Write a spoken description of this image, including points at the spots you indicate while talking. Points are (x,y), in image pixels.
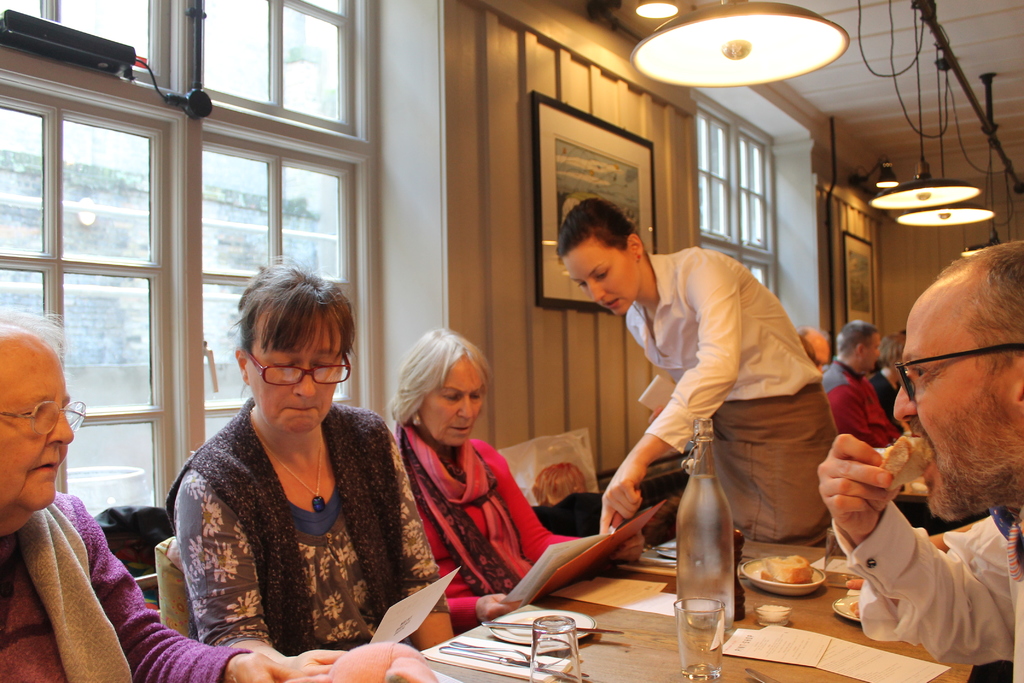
Here we can see a group of people (184,674) sitting in chairs (671,464) with table (815,681) in front of them having glasses (697,629) and bottle (729,560) on it and there is a woman (786,368) standing here taking an order and at the top (955,215) we can see lights (957,198).
